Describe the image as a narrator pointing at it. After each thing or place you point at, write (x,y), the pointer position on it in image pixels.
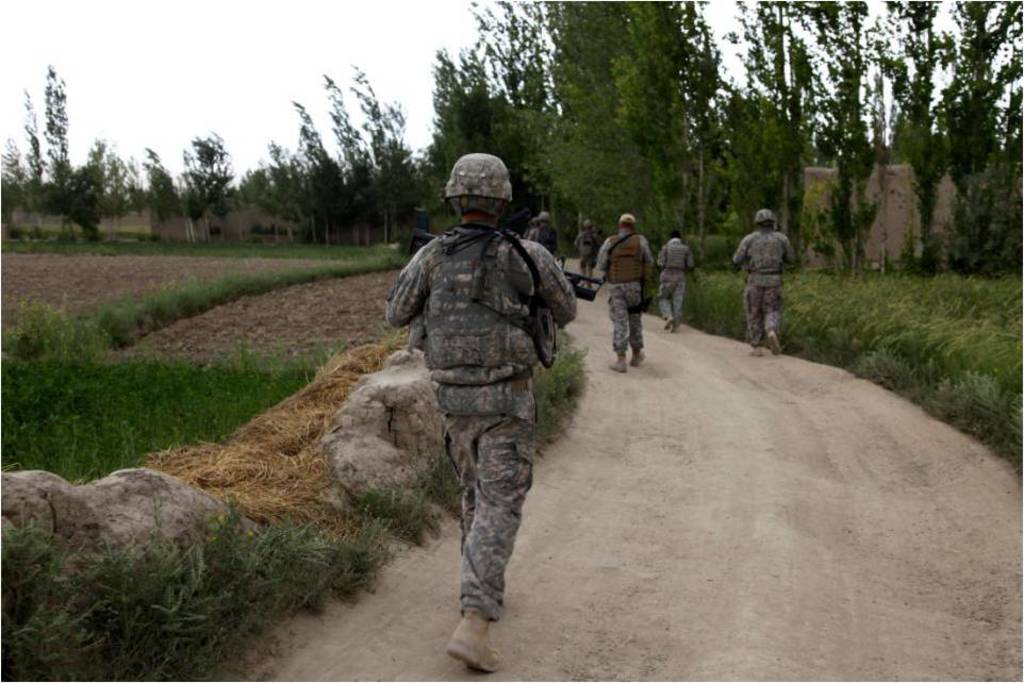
This picture is taken from outside of the city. In this image, on the right side (817,204), we can see some trees (781,192), plants (1015,324) and a wall (889,199). In the middle of the image (413,296), we can see a group of people (526,354) holding weapons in hand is walking on the road (801,531). On the left side (36,190), we can see some trees (76,219), plants (105,368). At the top (192,119), we can see a sky (251,10), at the bottom (777,623), we can see a grass (110,402) and a land (720,485) with some stones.
